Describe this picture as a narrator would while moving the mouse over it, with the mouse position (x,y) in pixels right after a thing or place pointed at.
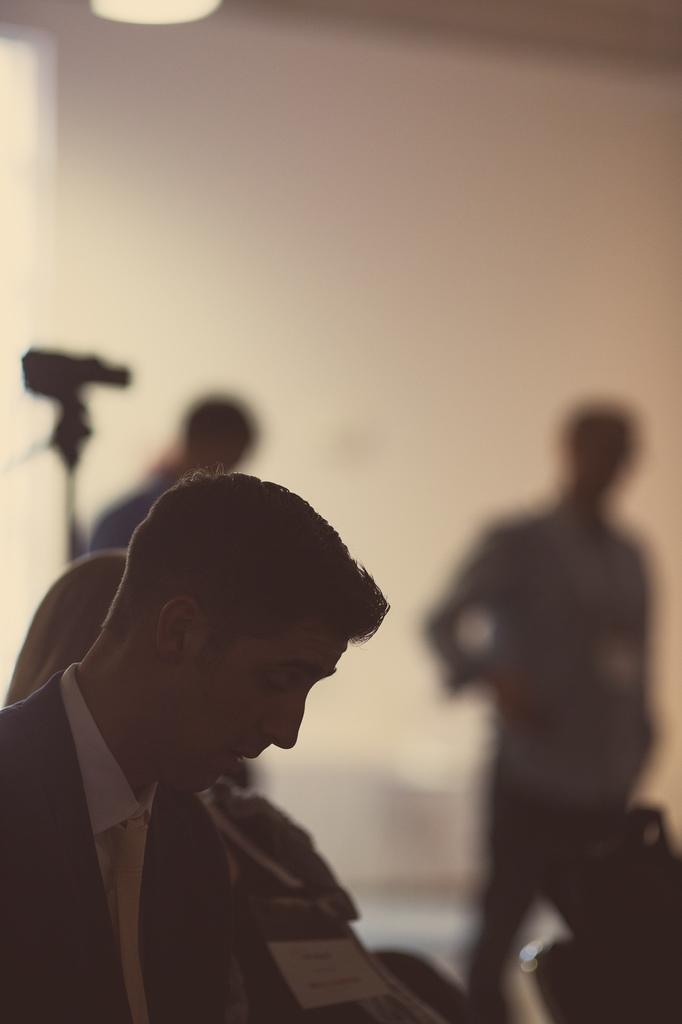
In this image there is a person (207,776), behind the person (259,552) there is a camera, beside the camera (80,360) there are two other people (479,574) standing.
